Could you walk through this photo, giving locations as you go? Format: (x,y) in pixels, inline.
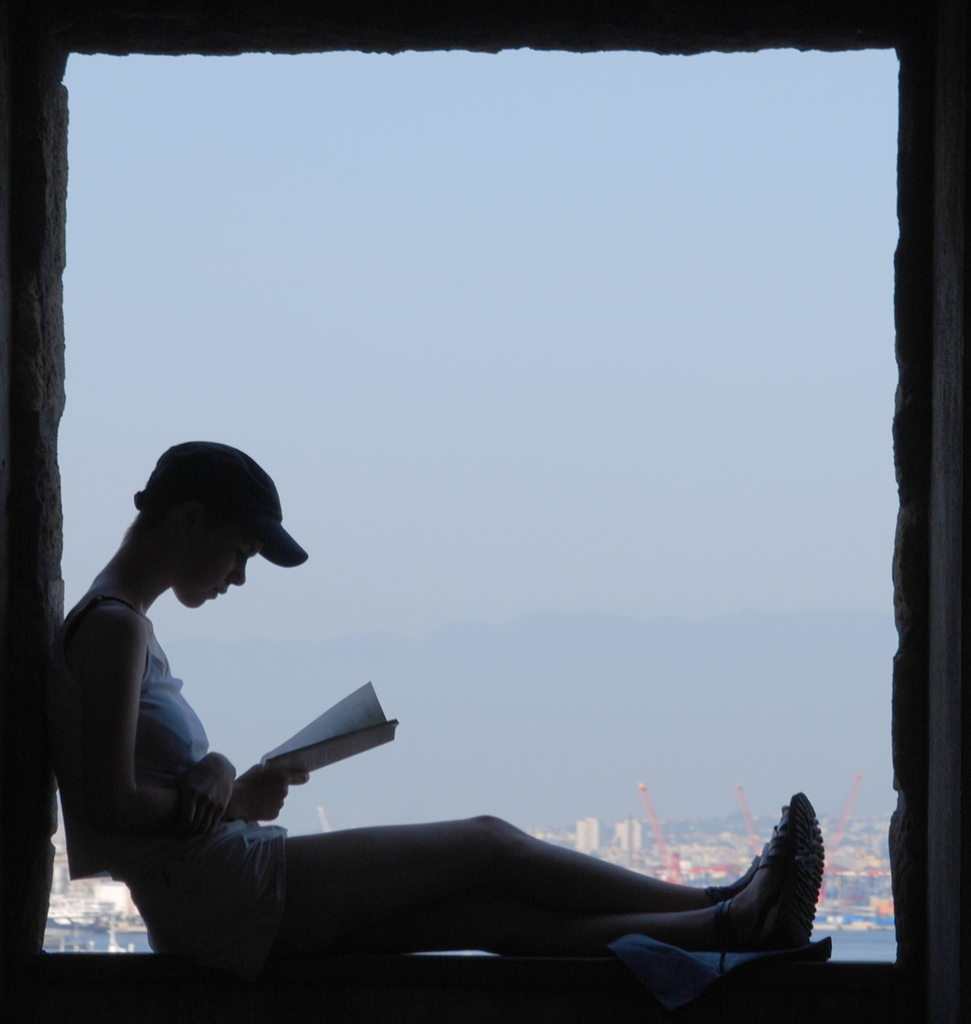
In this picture I can see a woman (596,886) sitting and holding a book (335,740) in her hand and she is wearing a cap (209,500) on her head (219,500) and I can see water (858,952) and few buildings (721,874) and few cranes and I can see sky (413,359) in the back (226,391).
